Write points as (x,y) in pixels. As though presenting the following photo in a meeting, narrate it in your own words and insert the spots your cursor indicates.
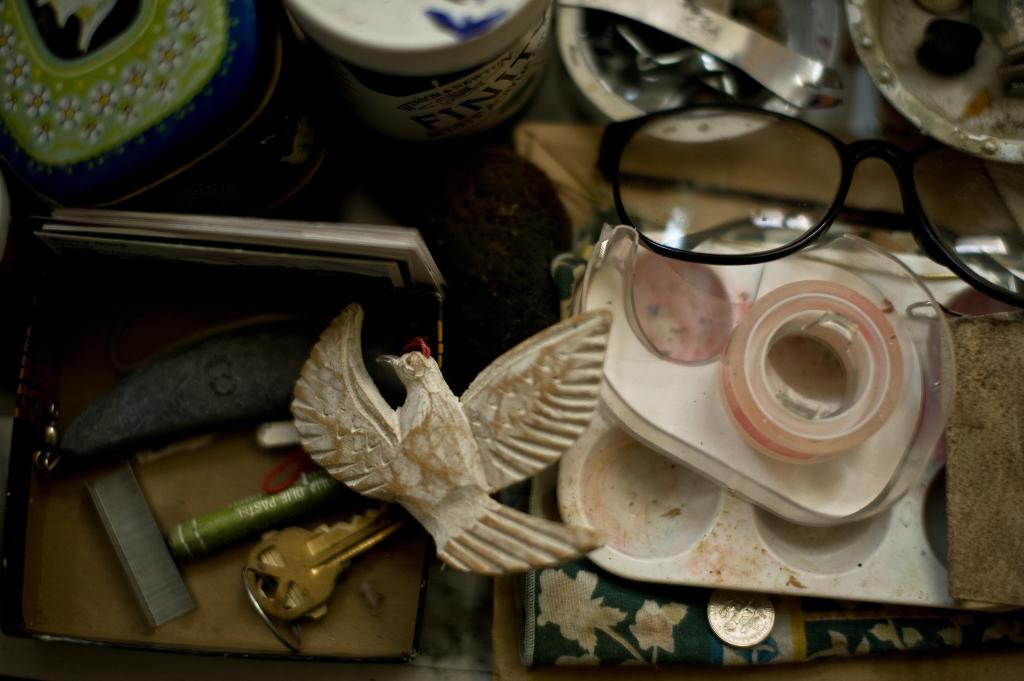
In this picture we can see spectacles (823,183), boxes (233,120), staples (147,579), key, plaster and few other things (762,622).
